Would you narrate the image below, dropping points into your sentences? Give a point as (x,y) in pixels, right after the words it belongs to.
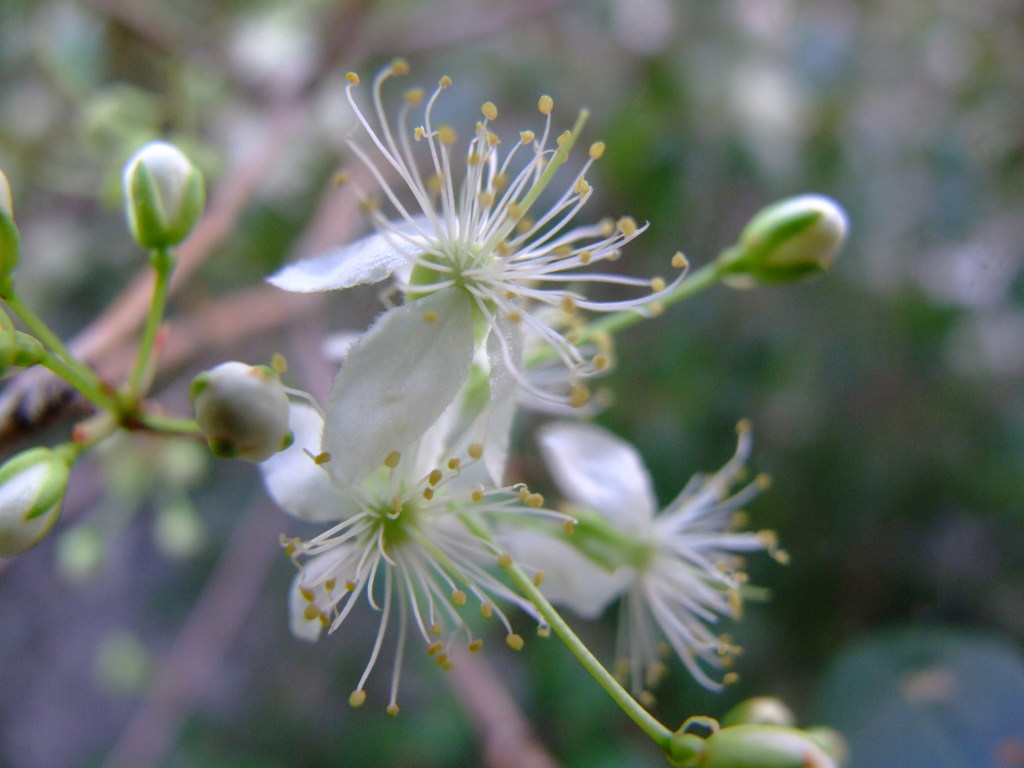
In this picture we can see few flowers (478,372), flower buds (732,266) and blurry background (244,317).
